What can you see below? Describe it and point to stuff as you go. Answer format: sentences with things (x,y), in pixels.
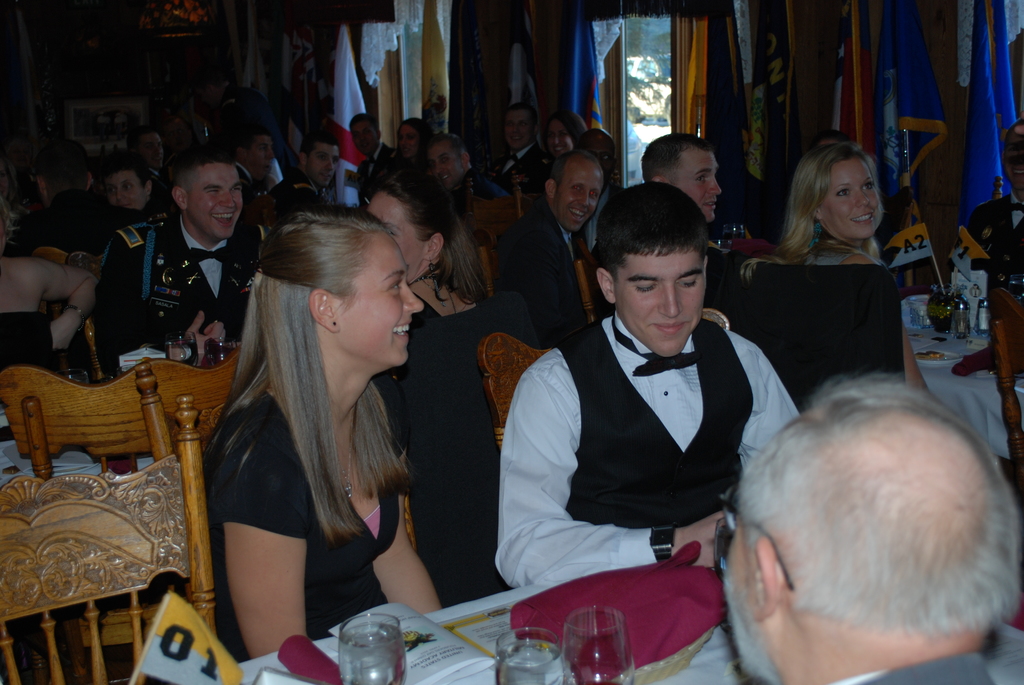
In this image I can see number of persons (553,400) are sitting on chairs (507,373) in front of the tables (608,605) and on the tables (571,610) I can see few glasses (506,653), few plates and few other objects (634,620). In the background (870,57) I can see few flags (899,100), the wall (815,52) and few persons (312,141).
